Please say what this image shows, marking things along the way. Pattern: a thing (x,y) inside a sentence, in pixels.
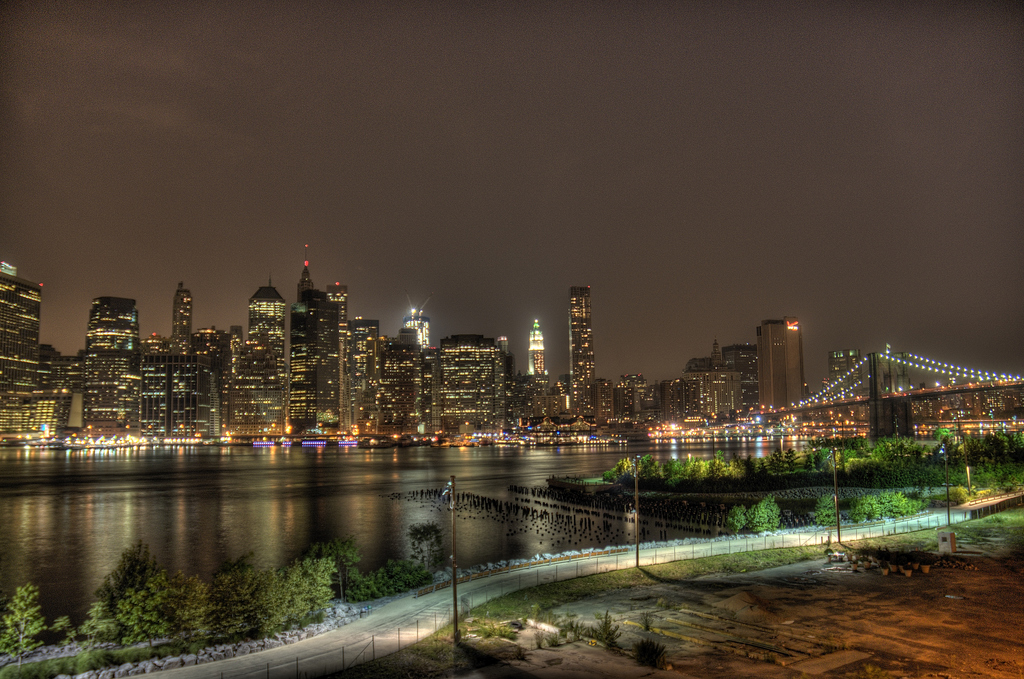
In this image we can see water (349,528), plants (215,574), path (241,671), grass (468,657), ground (916,604), bridge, lights (65,439), rods (531,485), and buildings (426,340). In the background (437,217) there is sky (812,198).
